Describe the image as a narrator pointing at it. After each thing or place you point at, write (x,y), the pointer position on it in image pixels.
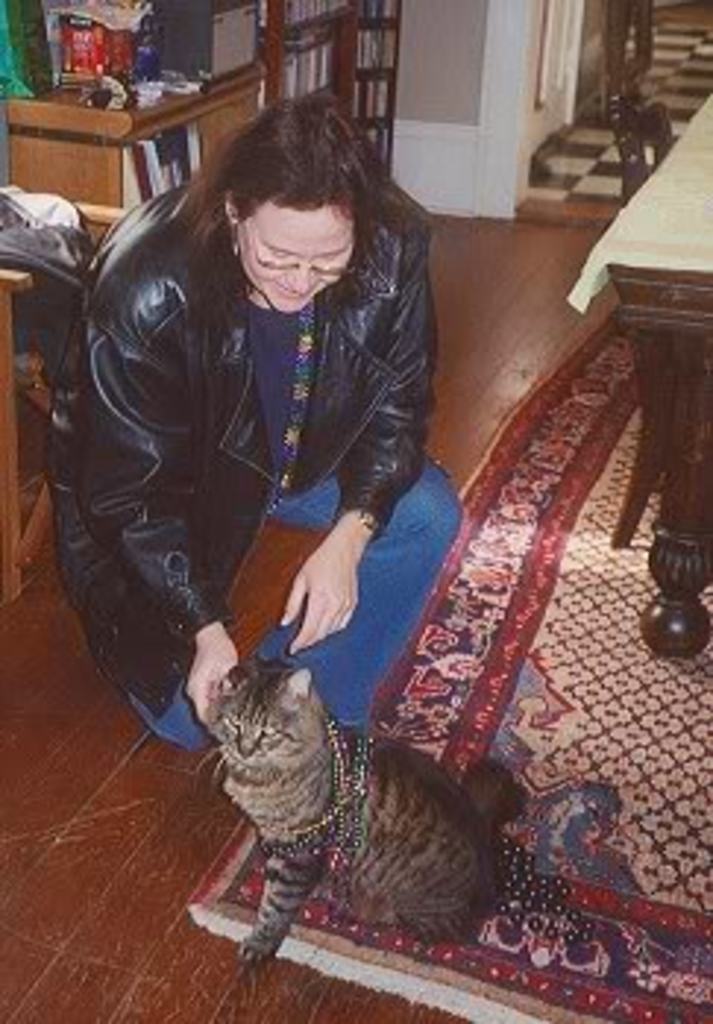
In this image I can see a person (180,520) is playing with a cat (252,752). On the right side of the image (672,392) there is a table (664,337) covered with a white cloth (656,249). On the top of the image (308,43) there is a rack (270,58).
